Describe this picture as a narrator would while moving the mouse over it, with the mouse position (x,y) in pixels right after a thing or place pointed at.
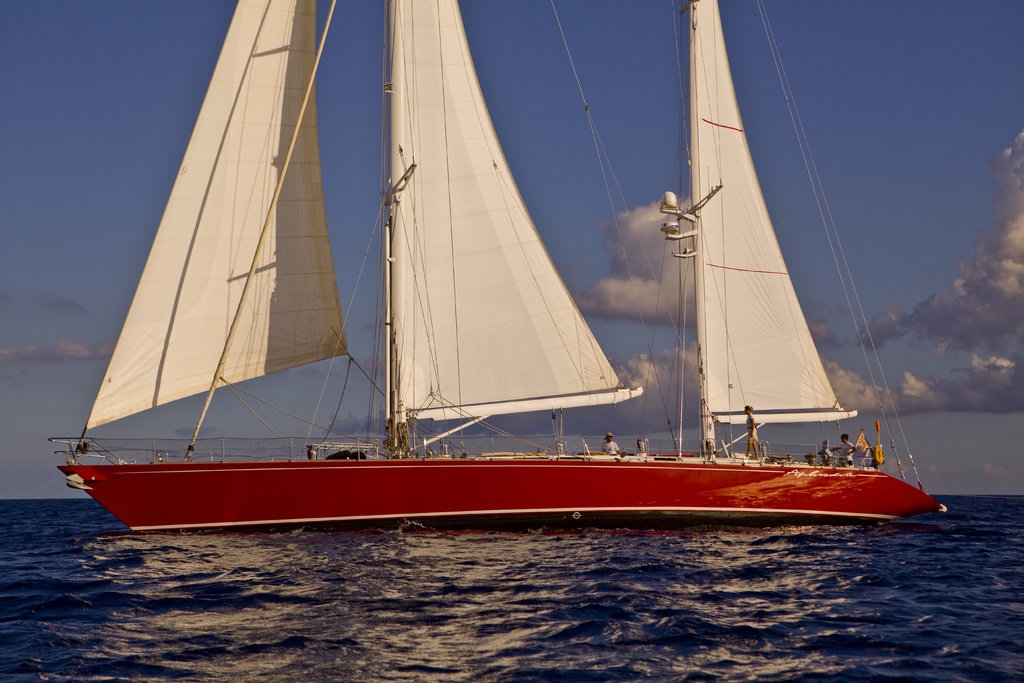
In the picture we can see a boat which is red in color in the water (481,595) and on the boat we can see some poles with curtains (426,395) fixed it with wires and in the background (969,324) we can see a sky (912,304) with clouds (956,328).
